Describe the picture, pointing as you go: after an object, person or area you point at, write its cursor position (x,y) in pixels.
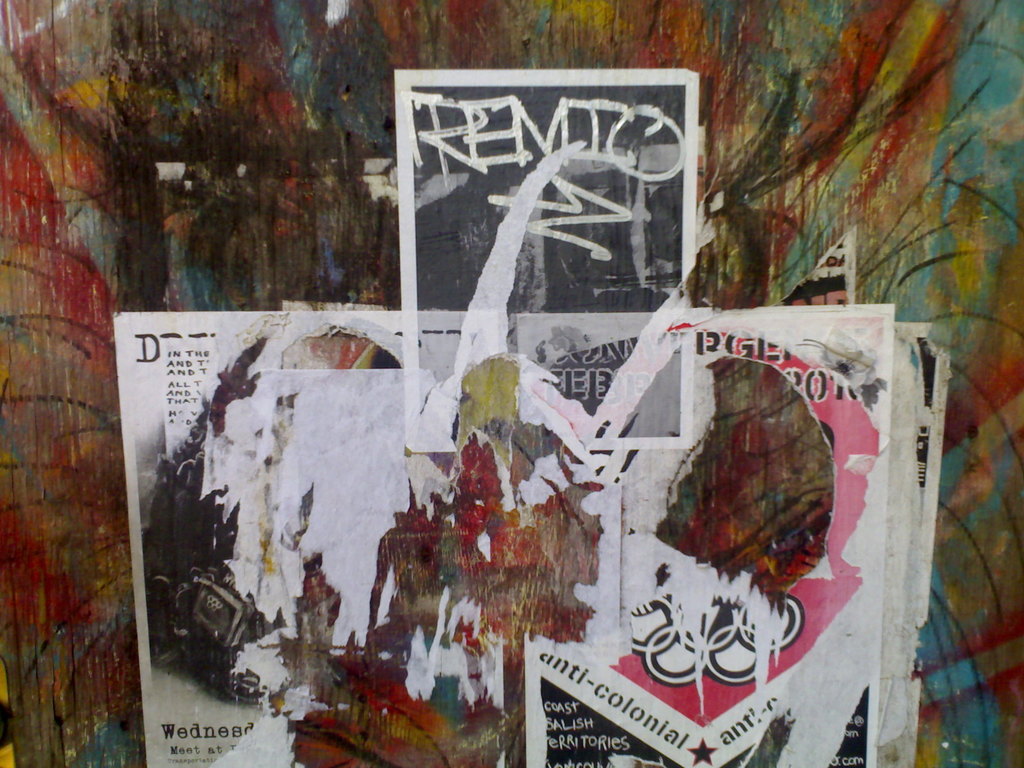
In this image there is a wall (223,139) on which there is a painting (298,91) and there are posters (597,383) which are sticked on the wall (756,249). The posters (533,362) are torn into pieces (545,373).
